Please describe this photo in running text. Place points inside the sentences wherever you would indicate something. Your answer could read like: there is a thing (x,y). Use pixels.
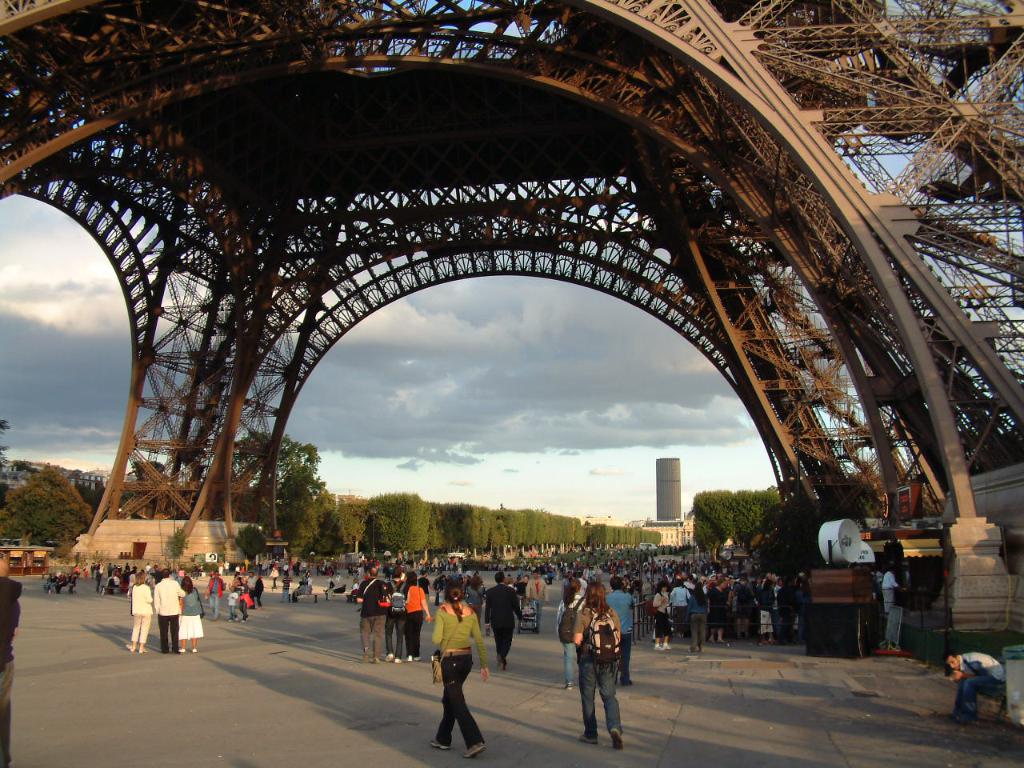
In this picture we can see an eiffel tower (169,403). There are groups of people (419,598) and some objects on the ground (188,676). Behind the people (253,581), there are trees (476,519), buildings (693,535) and the cloudy sky (589,505).
